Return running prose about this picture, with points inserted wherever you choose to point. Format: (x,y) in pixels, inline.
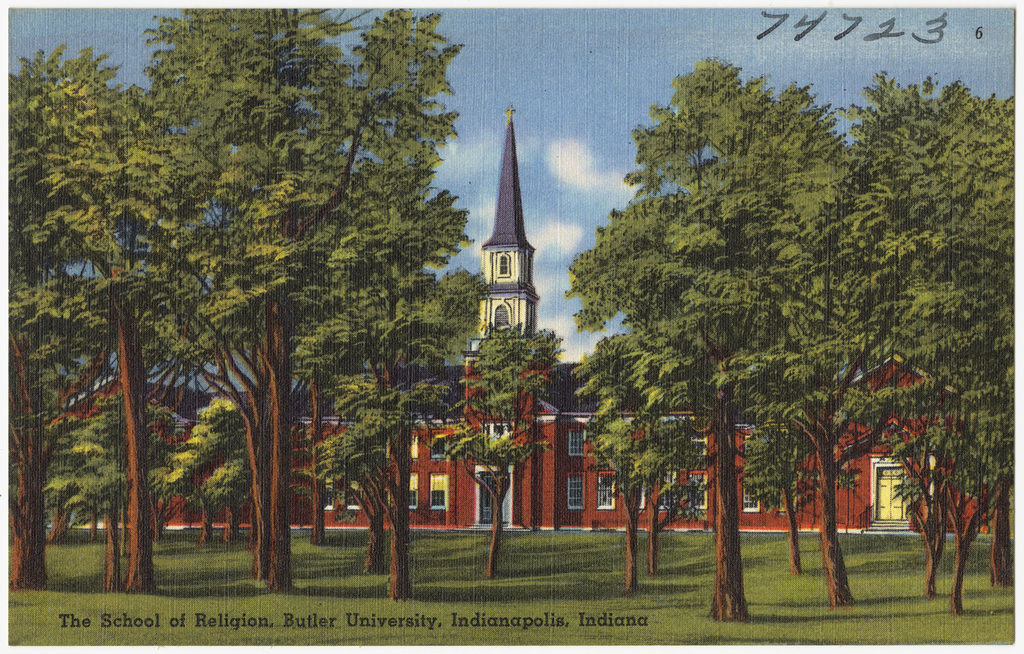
There is a poster (440,373) in which, there are trees (918,437) and grass (883,610) on the ground (292,577). On the bottom left (146,618), there is a watermark (97,617). In the background (882,478), there is a building (579,501) which is having windows (603,487) and there are clouds (562,157) in the blue sky (590,116).
